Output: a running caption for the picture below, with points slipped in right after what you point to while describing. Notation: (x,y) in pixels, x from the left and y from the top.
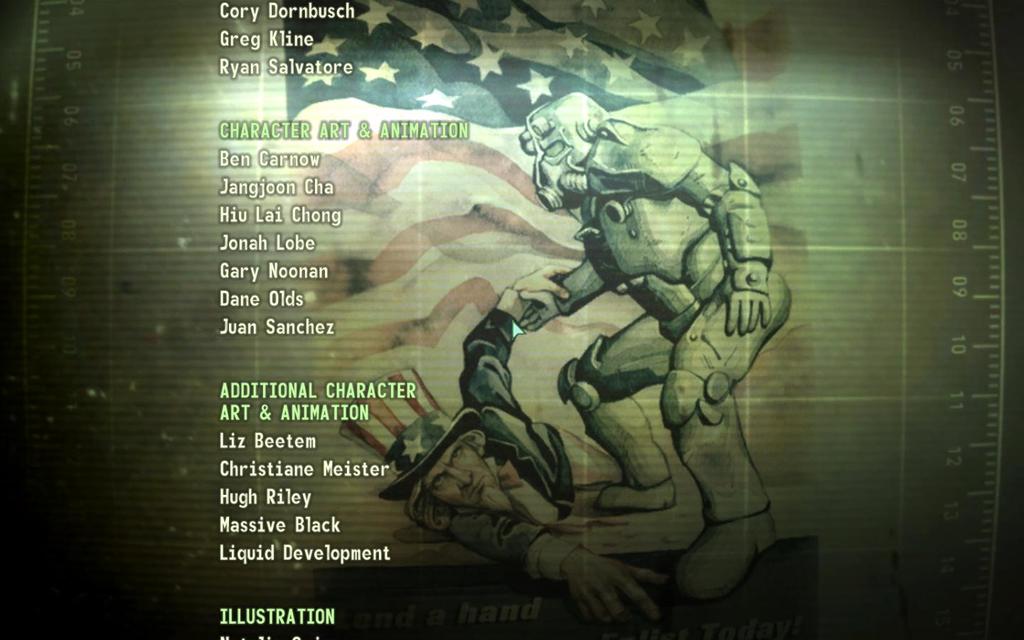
It is an animated image in which there is a robot (657,324) in the middle (681,325). At the bottom (505,457) there is a man (522,466) who is holding the robot's hand (548,309). In the background (479,166) there is a flag (468,126) on which there are stars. On the left side (310,273) there is some text (257,442).
